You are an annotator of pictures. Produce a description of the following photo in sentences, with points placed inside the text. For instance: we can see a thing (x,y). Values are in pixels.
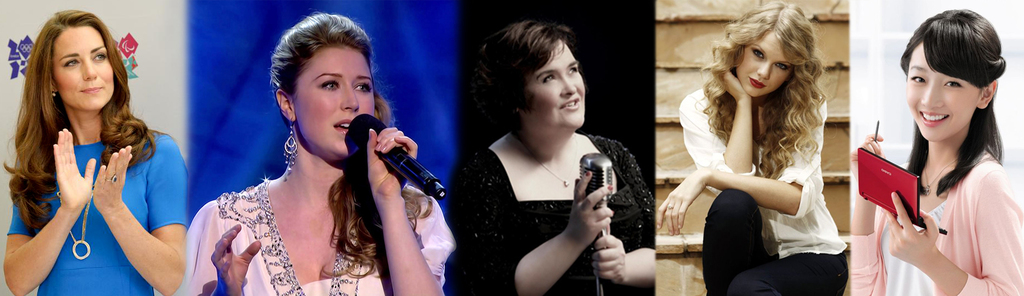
It is a collage in that collage there are five women (309,115). First woman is clapping her hands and second woman (339,116) is singing a song in micro phone (373,120) and third woman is smiling and holding microphone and fourth woman (753,68) is sitting on steps (701,16) and smiling and fifth woman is holding a mini laptop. The first woman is wearing a ring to finger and second woman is wearing ear rings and third woman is with black dress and fourth woman (756,37) is with white blouse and fifth is wearing a pink dress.
